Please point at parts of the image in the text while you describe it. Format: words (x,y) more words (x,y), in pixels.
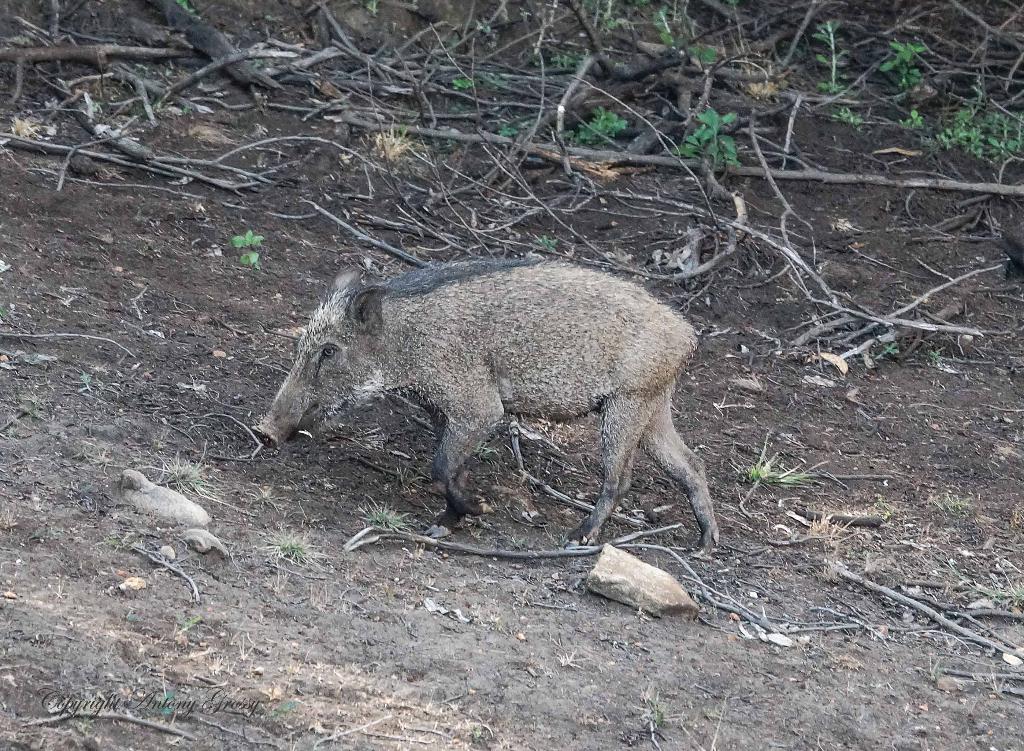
In this picture, we see an animal (551,394) which looks like a pig (485,393). At the bottom (522,615), we see the soil (526,600), stones (659,570), grass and twigs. In the background (556,95), we see the twigs (533,200), herbs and the wooden sticks (584,71).
